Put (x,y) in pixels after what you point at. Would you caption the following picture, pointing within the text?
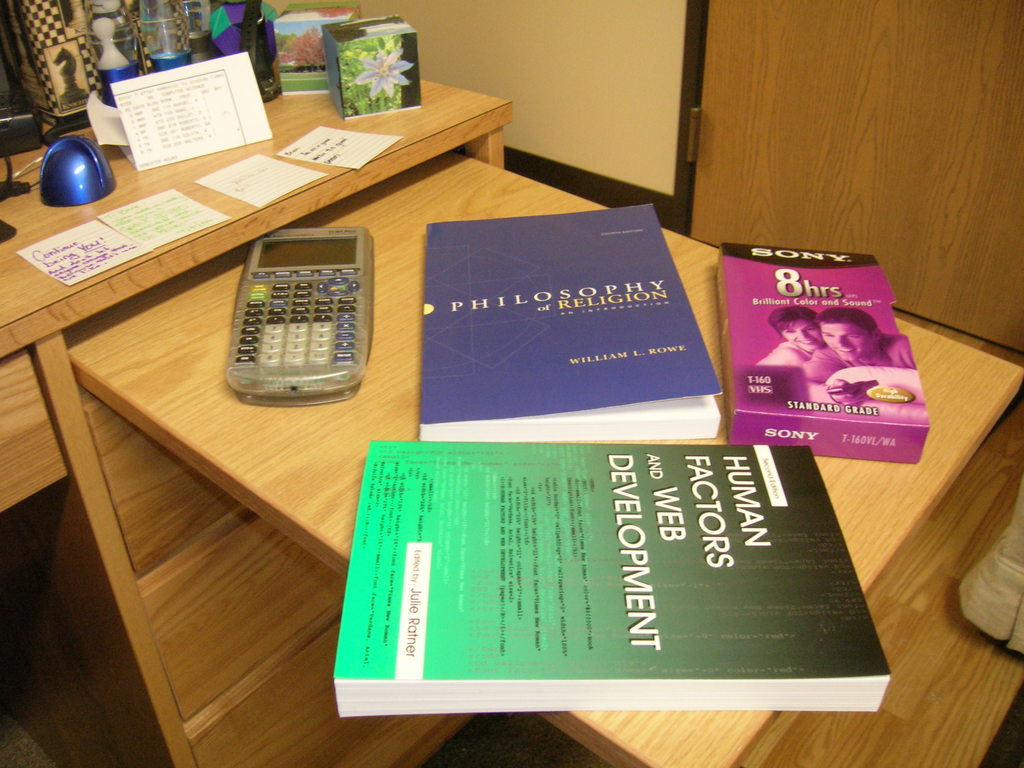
In this picture we can see table (516,193) and on table (712,268) we have books (571,341), calculator (313,326), cards (177,203), box (314,61), glass bottle (165,33), chess coin symbol (60,105) and below this we have racks (200,558).
